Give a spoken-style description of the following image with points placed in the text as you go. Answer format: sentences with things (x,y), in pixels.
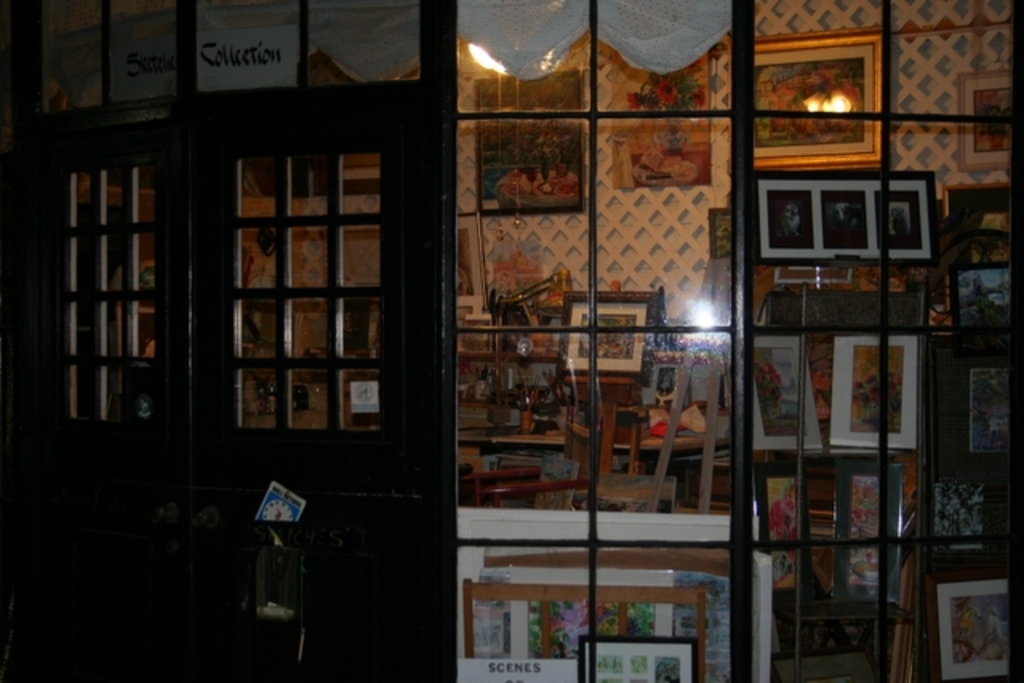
On the left side of the image (188,458) there is a door (198,187). On the right side of the image (691,134) there are lights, chairs (539,483) and photo frames (764,232) on the wall (675,237). There are photo frames (854,342) on the racks (812,509).
